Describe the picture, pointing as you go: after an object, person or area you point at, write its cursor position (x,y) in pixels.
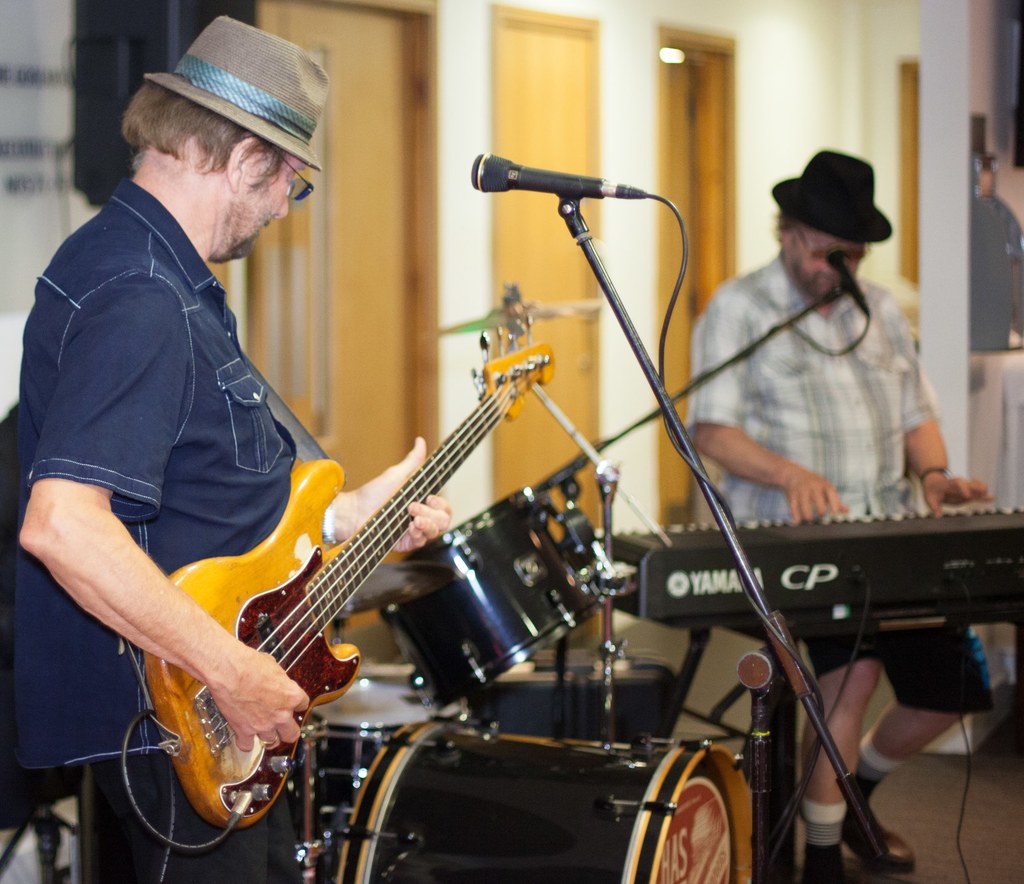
In this image there is a man (263,705) who is playing the guitar (313,614) to the left side (285,677) and there is another man (849,419) who is playing the piano (909,523) to the right side (883,462) there is a mic (703,483) in front of them and in between them there are drums (521,591). At the background (634,50) there is door (404,110) and wall (782,102).
